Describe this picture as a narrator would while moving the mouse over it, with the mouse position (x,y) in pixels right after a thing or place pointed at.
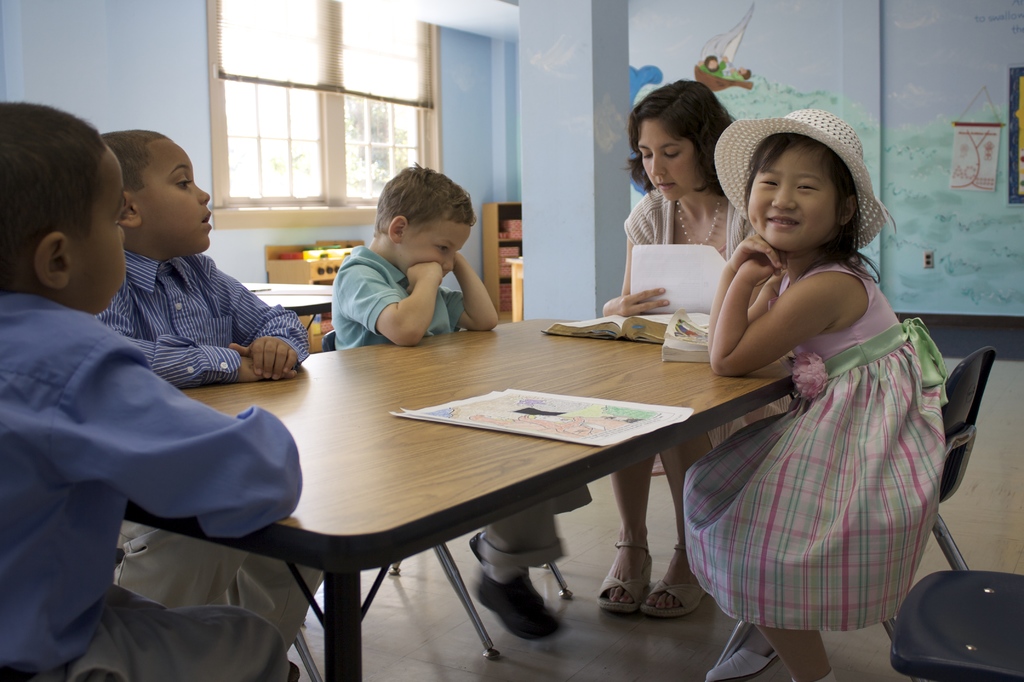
In this image I see 4 children (11,365) and a woman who are sitting on the chairs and there is a table (687,400) in front of them, On the table (486,342) I see the books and a paper (603,404). In the background (287,210) I see wall (255,278), window (241,13) and the art (772,33) on the wall (957,111).
